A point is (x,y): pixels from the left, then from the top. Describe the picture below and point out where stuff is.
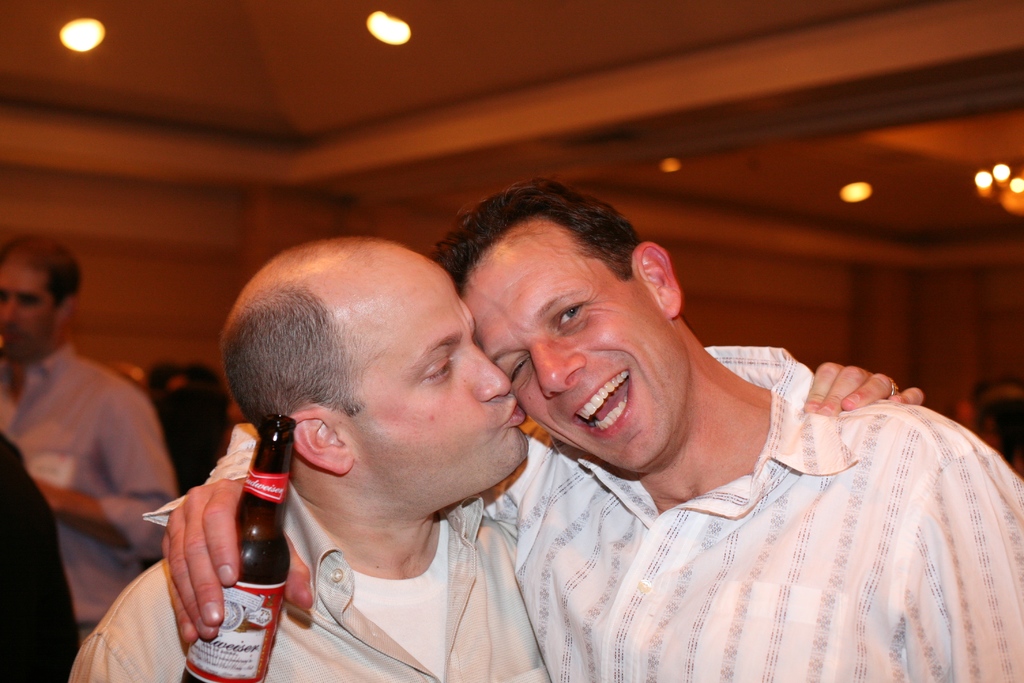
In this image we can see two persons (445,596). On the right side (696,472) there is a person (615,426) smiling and holding a bottle (257,558). At the background (78,26) we can see a light (70,39).
